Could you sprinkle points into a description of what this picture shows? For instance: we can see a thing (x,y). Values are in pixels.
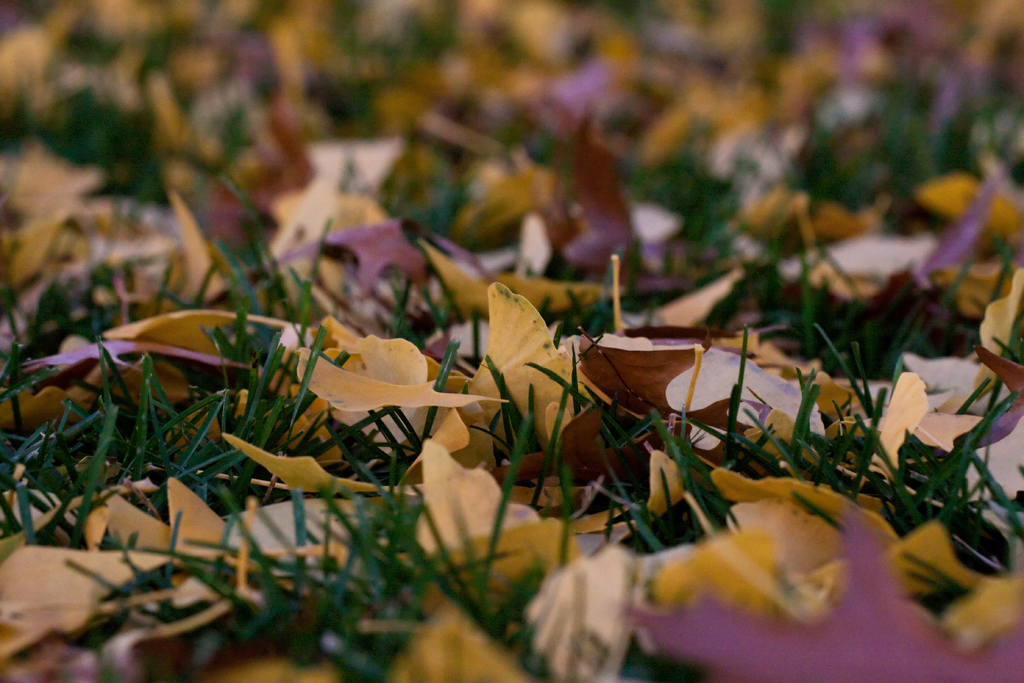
In this image we can see the dry leaves (121,497) on the grass (647,659) and this part of the image is blurred.
